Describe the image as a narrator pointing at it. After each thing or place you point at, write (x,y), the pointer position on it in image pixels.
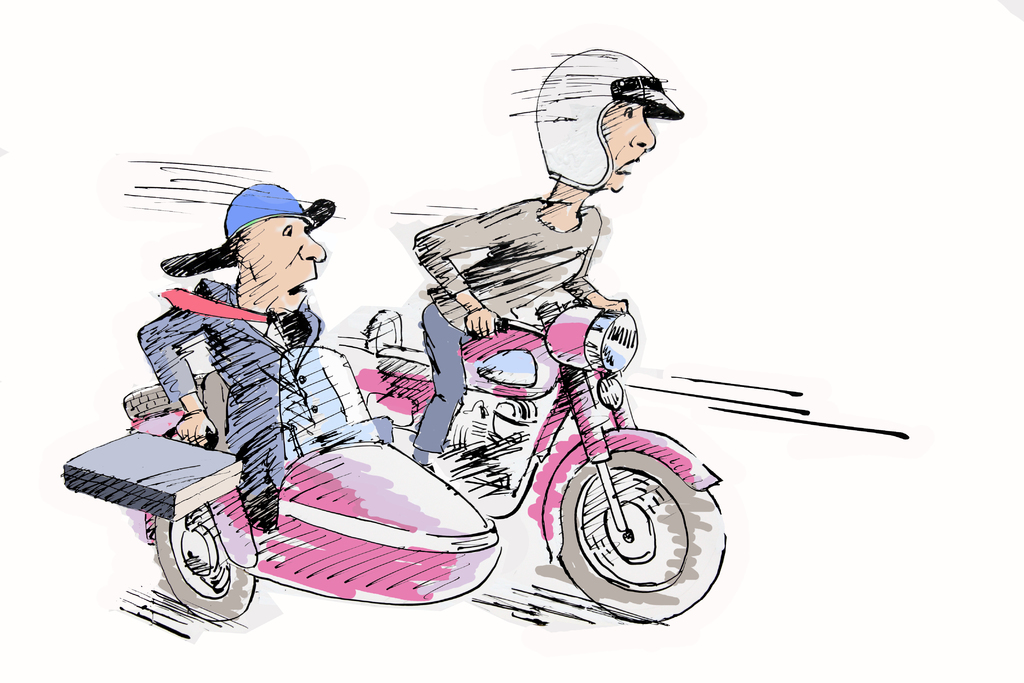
This image is a sketch. In this image we can see people (618,310) sitting on the motorbike (309,513). One of them is wearing a helmet (585,114).
